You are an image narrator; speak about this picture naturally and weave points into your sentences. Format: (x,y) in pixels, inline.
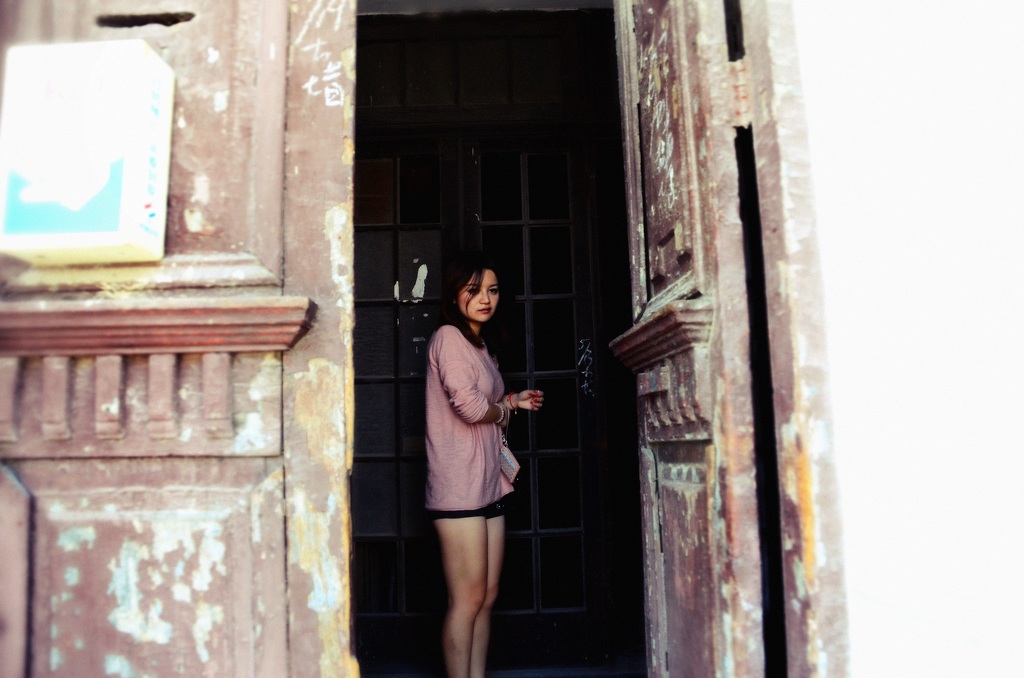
In this picture I can see a woman (476,627) standing, these are looking like doors (265,400), this is looking like a board (14,131), and in the background (409,245) there is a kind of door (506,555).
